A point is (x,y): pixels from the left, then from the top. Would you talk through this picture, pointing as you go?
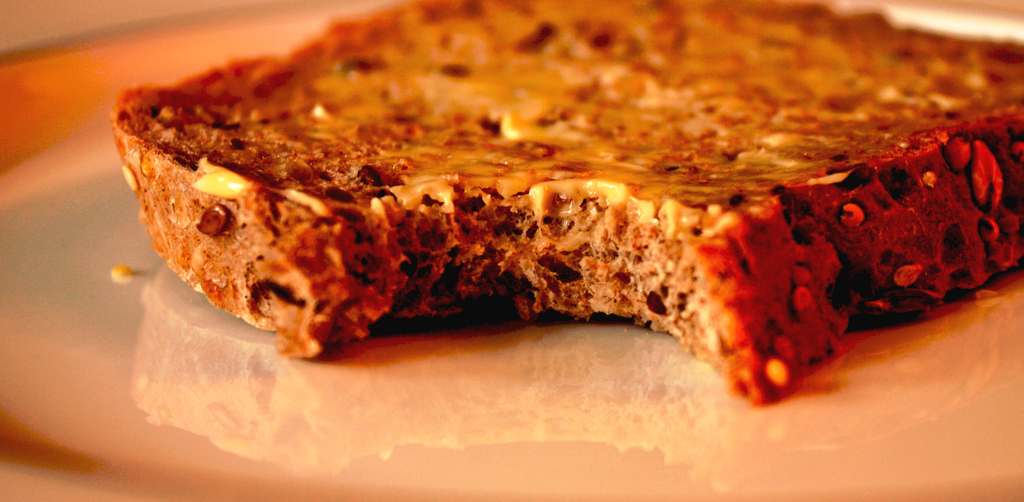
In this picture, it seems like a bread (452,288) in the foreground (584,240).
